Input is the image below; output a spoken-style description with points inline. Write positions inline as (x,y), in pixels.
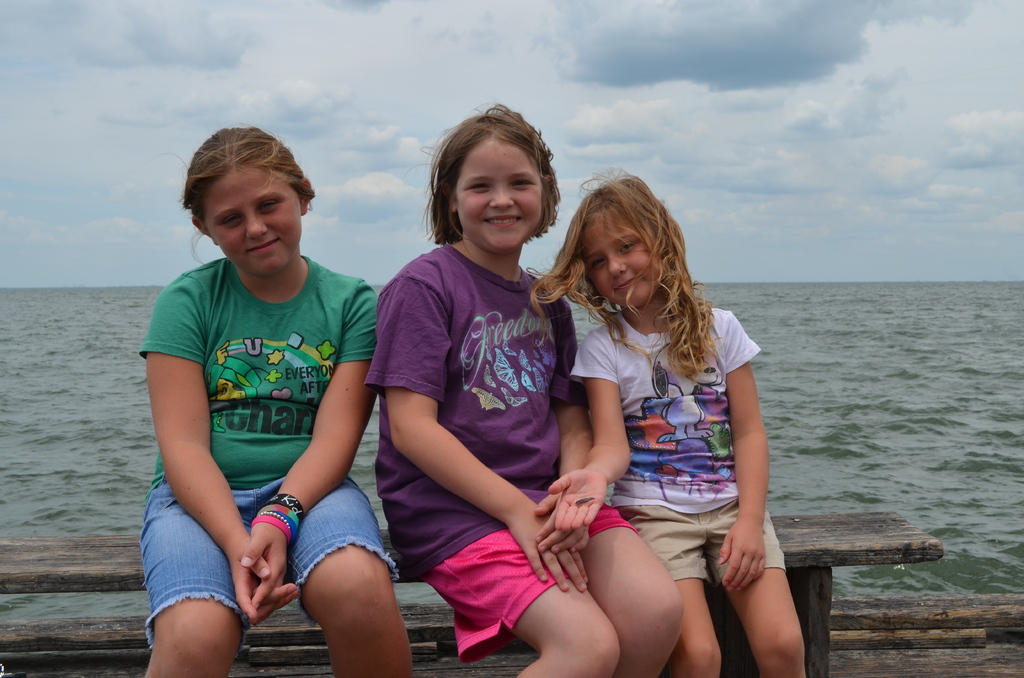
In the middle of the image (499,386) three girls (430,384) are sitting on a bench (817,541). Behind them there is water (1000,509). At the top of the image (828,210) there are some clouds (991,161) in the sky (120,50).
